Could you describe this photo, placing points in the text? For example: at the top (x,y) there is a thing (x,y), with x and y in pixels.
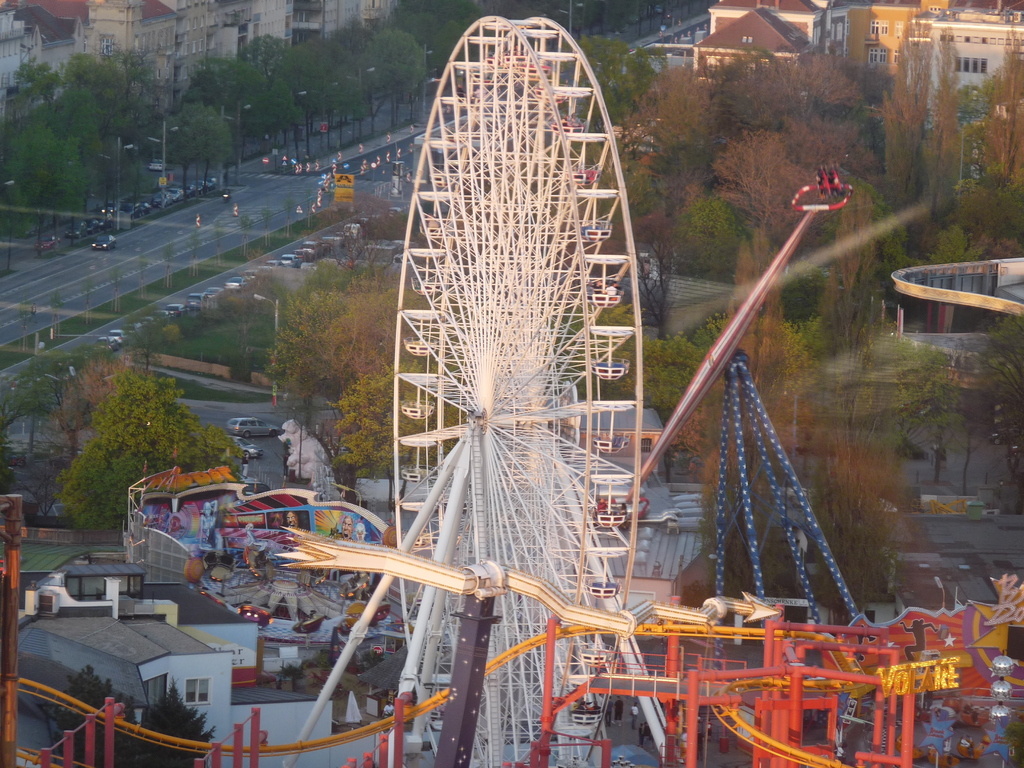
In this image there is a giant wheel (540,370). There are vehicles (178,315) on the road (8,284). There are street lights (72,375) on the pavement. Bottom of the image (827,691) there are play stations (802,695). Background (947,14) there are trees (443,52) and buildings (826,39).
